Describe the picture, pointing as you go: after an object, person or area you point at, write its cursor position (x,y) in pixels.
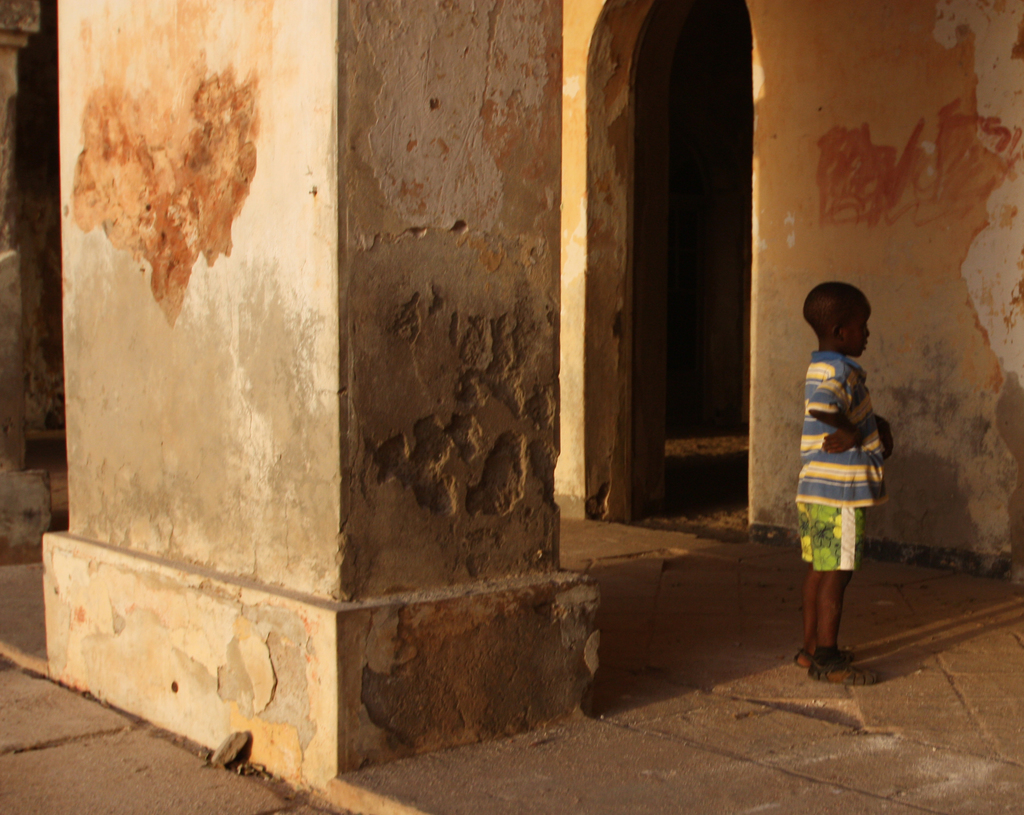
In this image we can see a boy (824,389). Also there is a building (694,131) with pillar (439,181) and arch (621,61).
